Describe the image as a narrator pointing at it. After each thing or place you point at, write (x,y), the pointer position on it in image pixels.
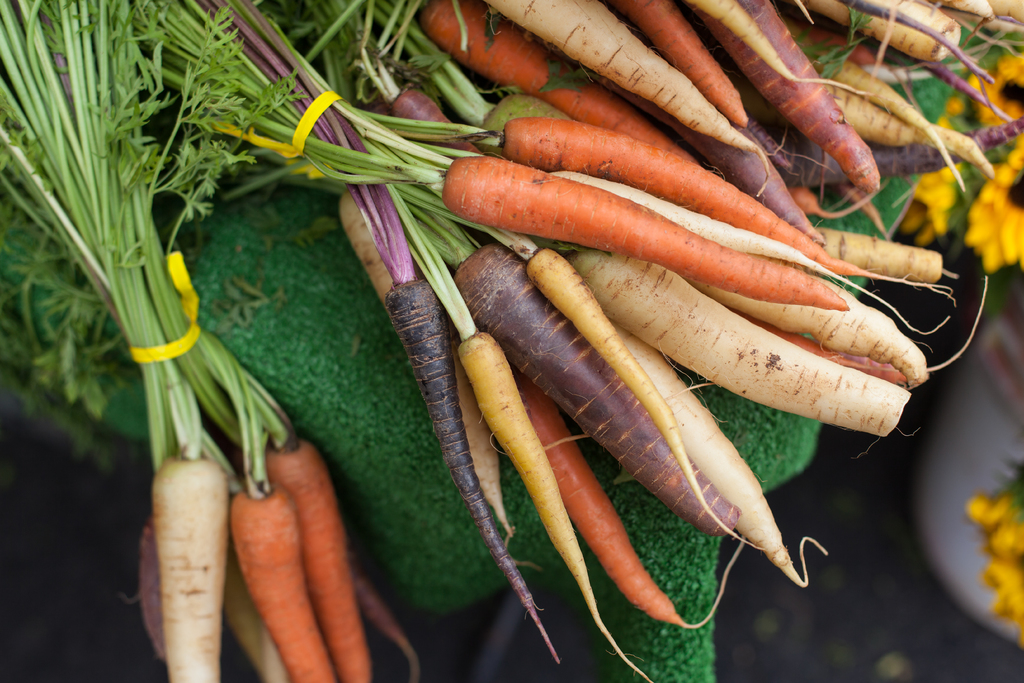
In the image there are carrots (783,262) on a table (789,466) with flowers (995,256) beside it.
